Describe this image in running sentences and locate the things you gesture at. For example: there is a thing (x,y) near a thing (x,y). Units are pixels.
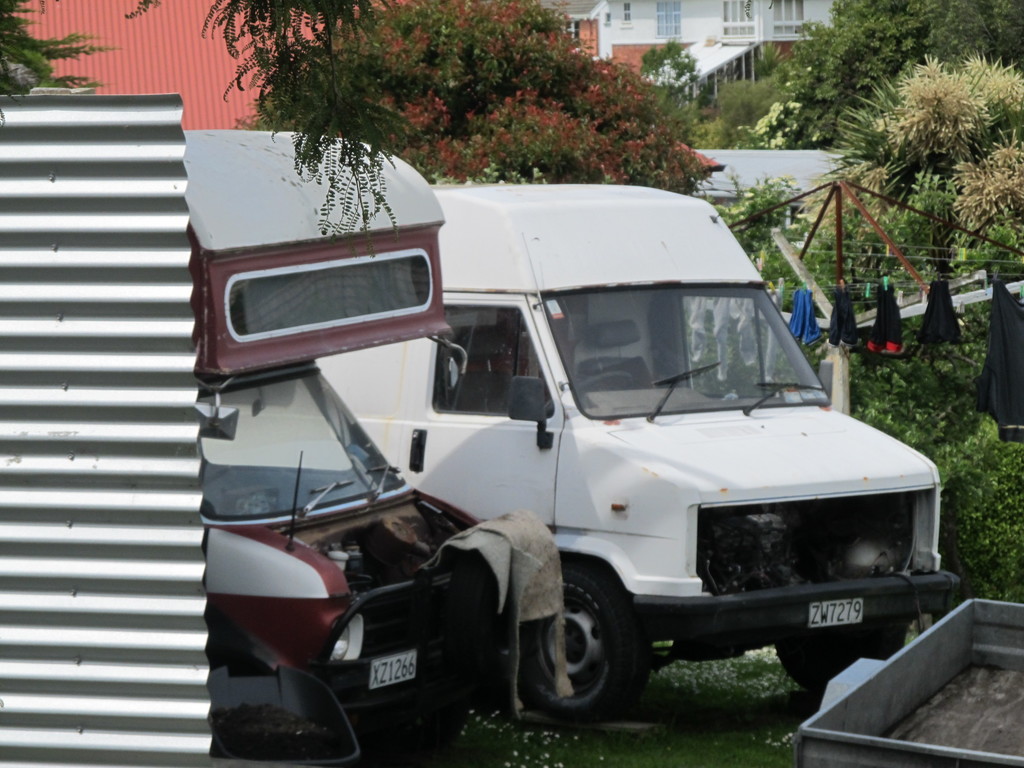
This picture shows couple of vehicles (301,534) and we see trees (965,381) and few houses (754,24) and we see few clothes (852,302) hanging to the rope (894,281).
